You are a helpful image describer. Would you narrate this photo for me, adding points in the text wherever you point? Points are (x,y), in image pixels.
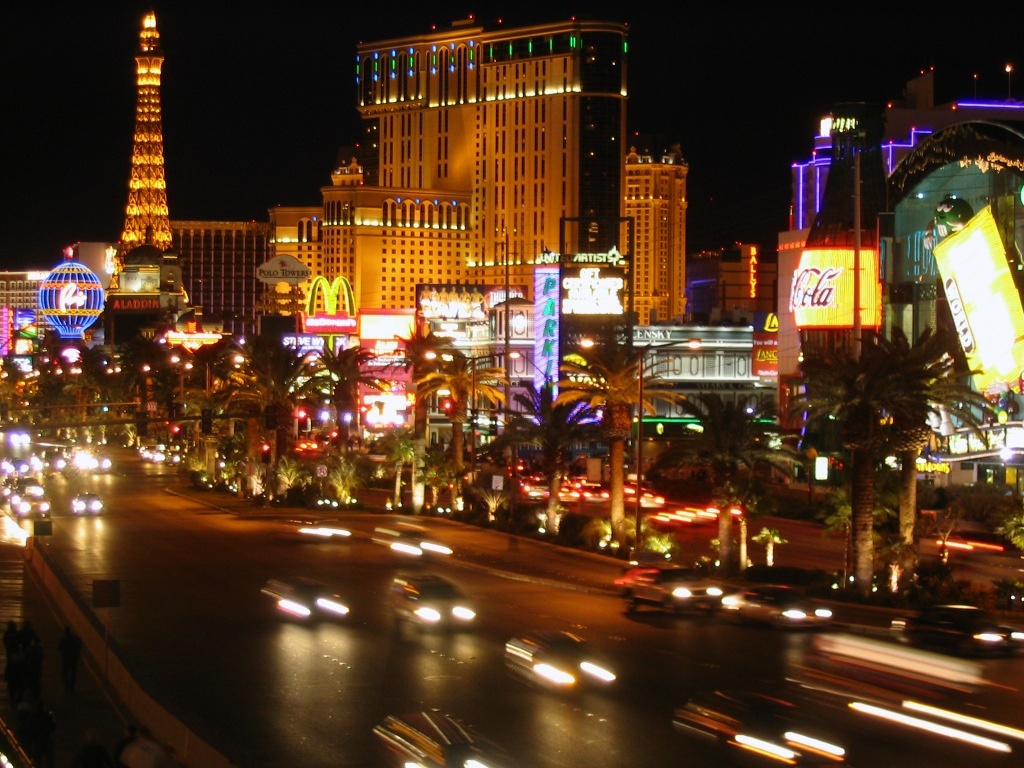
In this image there are cars (779,597) on a road (706,660), in the background (873,479) there are trees (129,357), buildings (534,175), boards (842,285) and there are lights (437,335).
